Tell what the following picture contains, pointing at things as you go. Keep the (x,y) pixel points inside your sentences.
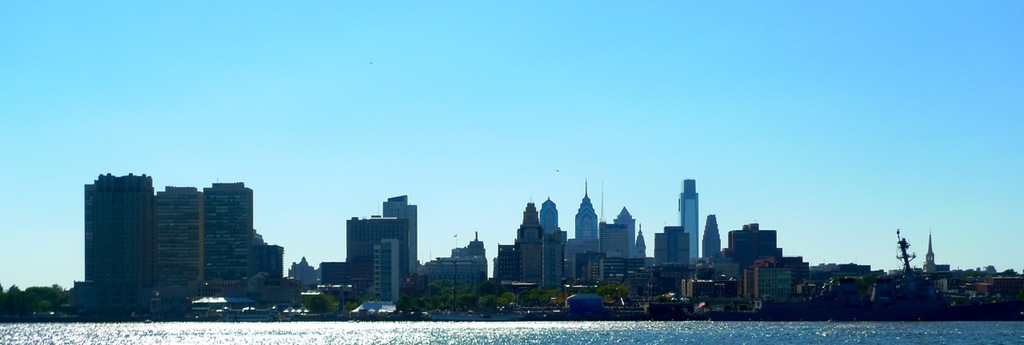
In this image I can see the water (467,326). In the background (310,300) I can see few trees (529,294) in green color, buildings (557,259), light poles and the sky (398,113) is in blue color.
